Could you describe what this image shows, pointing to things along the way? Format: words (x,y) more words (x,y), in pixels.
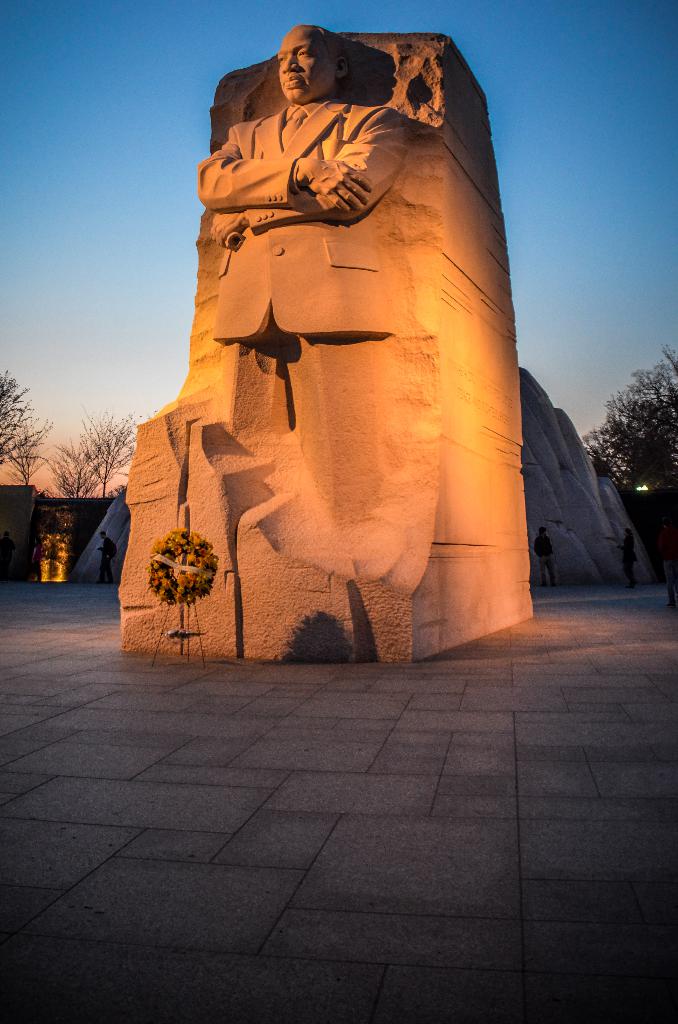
In this picture we can see a statue of a man (381,180), rocks (533,447), trees (651,433), flowers garland (206,548) and some people (3,544) standing on the ground (44,716) and in the background (159,344) we can see the sky (120,365).
